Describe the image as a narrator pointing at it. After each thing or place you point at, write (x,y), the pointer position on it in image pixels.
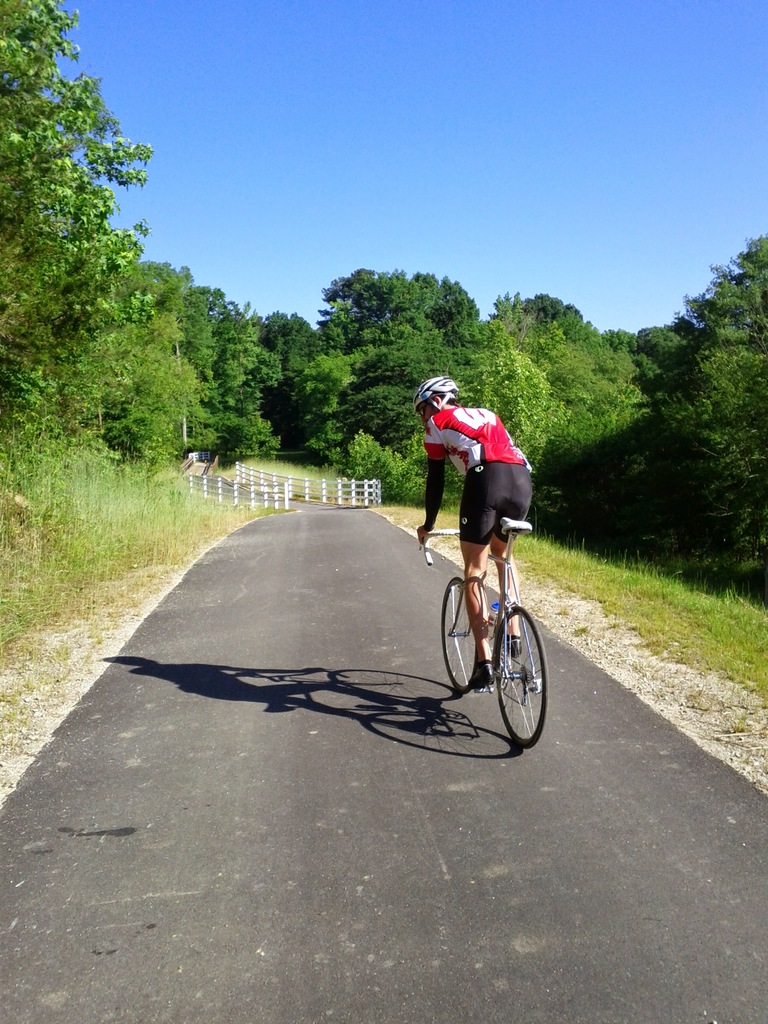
In this picture there is a person (497,475) riding a bicycle (505,558) on the road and there are trees (128,378) on either sides of him and there is a bridge (274,478) in front of him.
